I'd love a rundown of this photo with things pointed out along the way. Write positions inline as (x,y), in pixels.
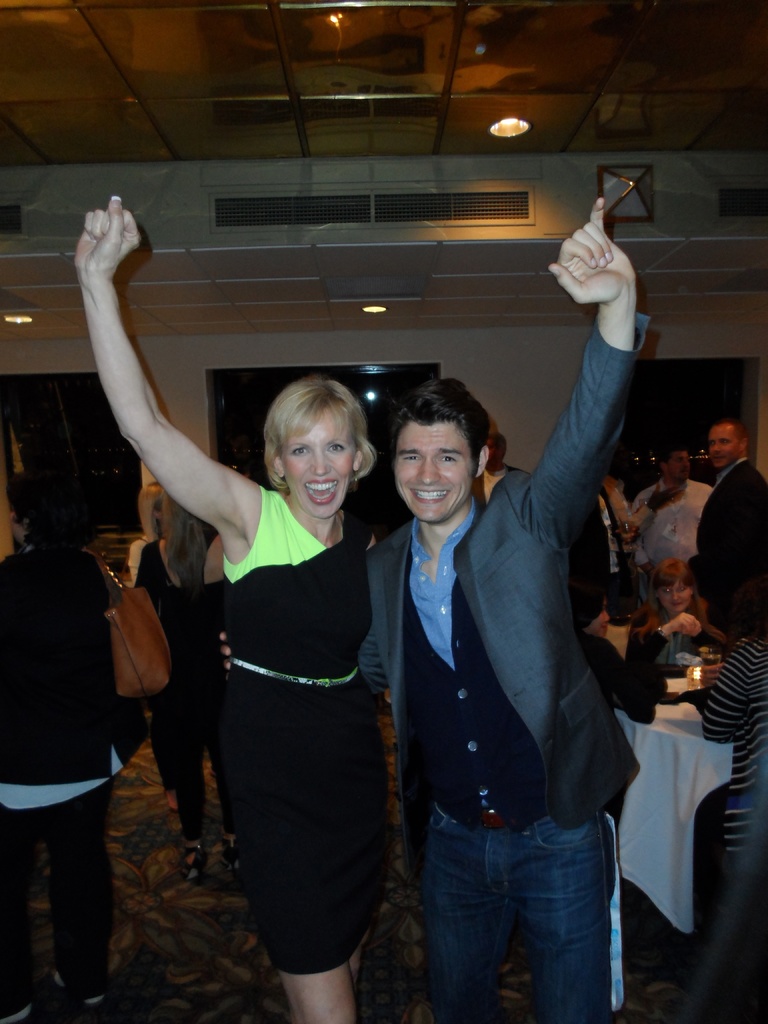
In this image we can see a few people (355,537) in the room (161,296), some of them are standing and some of them are sitting and there is a table (671,732) between them and there is an A/c (429,220) and lights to the ceiling (319,36).
